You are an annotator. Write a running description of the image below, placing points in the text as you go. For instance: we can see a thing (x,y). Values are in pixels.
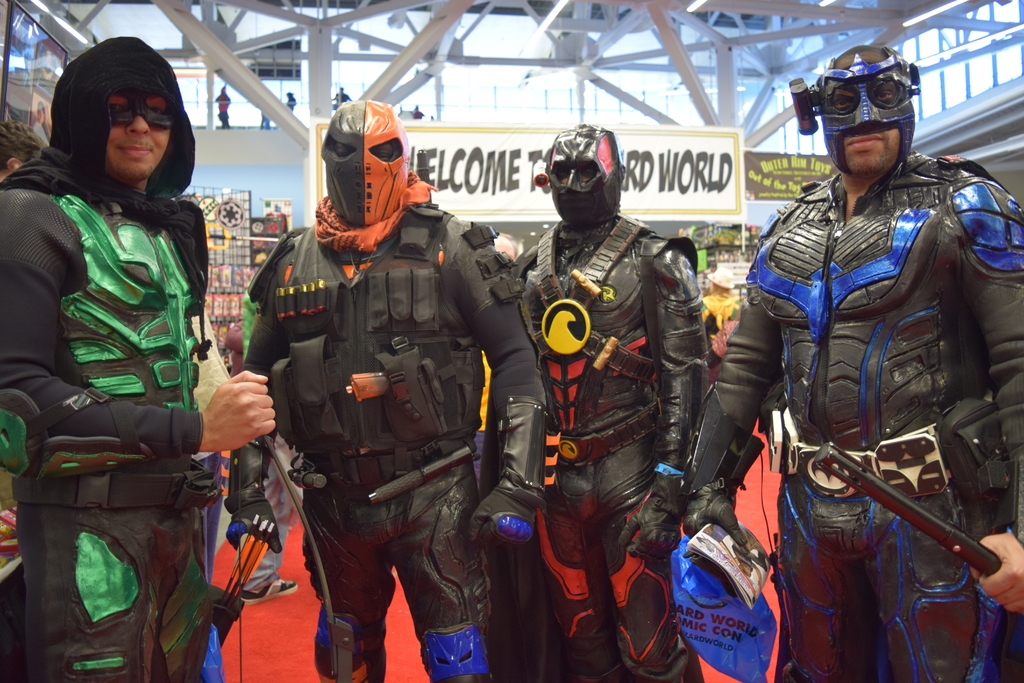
In this picture I can observe four members (552,451). All of them are wearing costumes (640,448). In the background (508,154) I can observe white color board (520,196).
